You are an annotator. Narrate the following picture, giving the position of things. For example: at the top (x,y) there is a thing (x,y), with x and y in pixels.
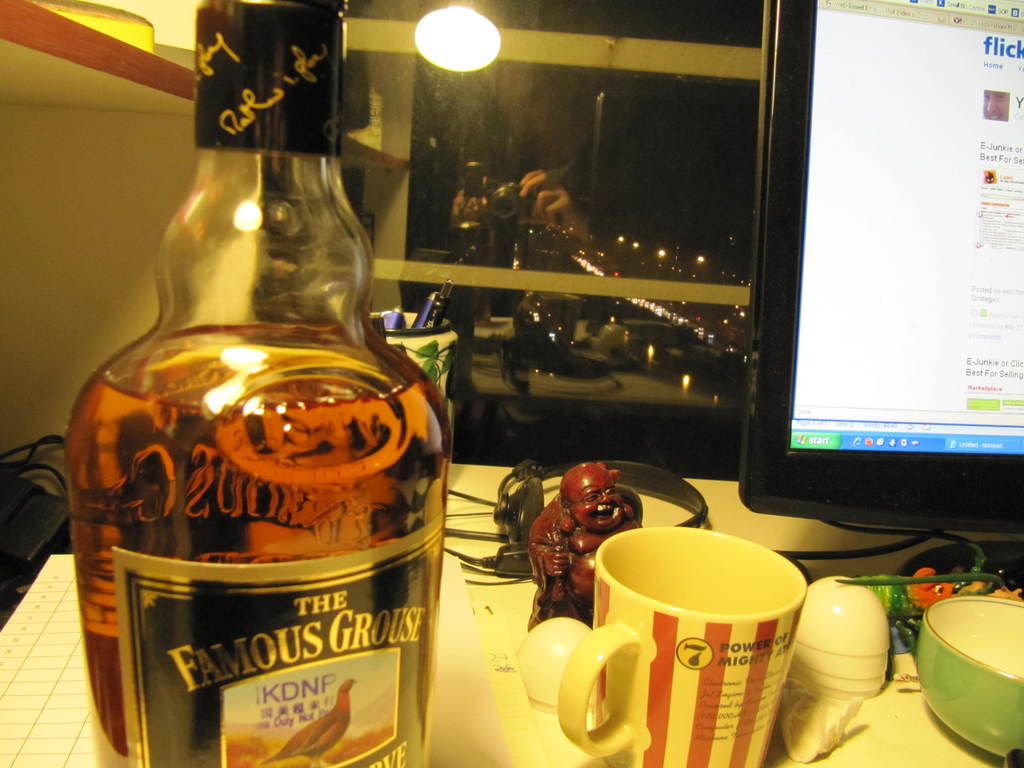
In this image, we can see a table (498,621). On top of the table (502,610), there is a bottle (229,478). That is filled with liquid (283,523). There is a sticker (282,611) on it. Toy (551,538), cup (628,574), bowl (936,693) here we can see headphones (531,497). On the right side of the image (899,393), we can see monitor screen (933,275). On the left side (31,456), we can see few wires (30,469). At the background (676,260), we can see some lights (445,57). Here we can see camera (514,204) that is holded by a human (548,212). Here we can see pen stand (420,333) with pens (426,309).
